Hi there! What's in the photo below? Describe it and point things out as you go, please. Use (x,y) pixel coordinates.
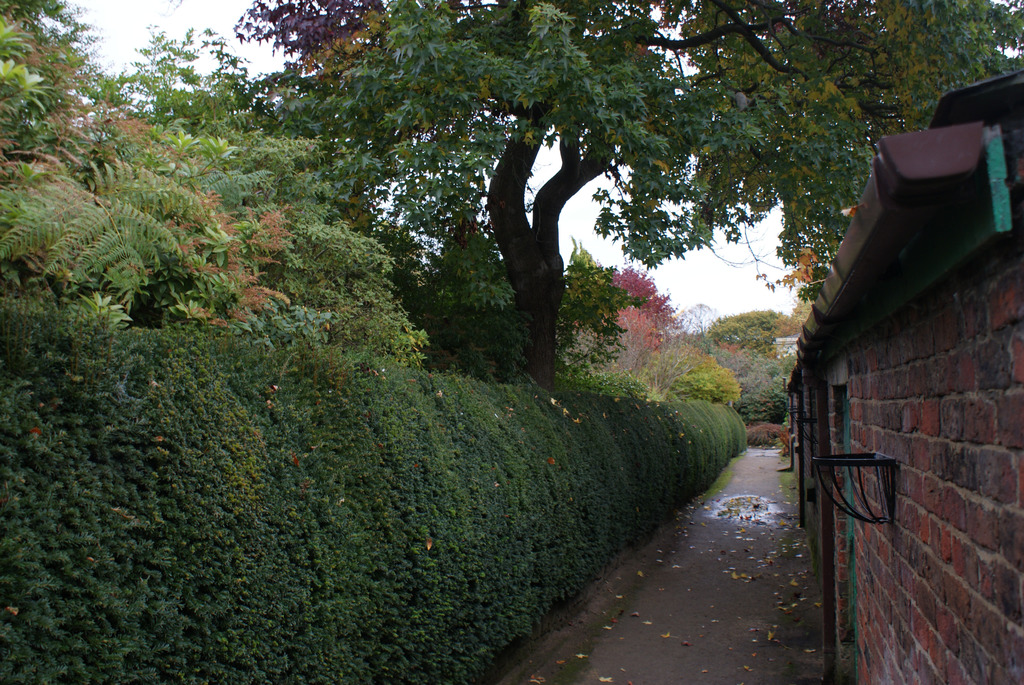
In this picture, we can see houses (1003,331) and some objects (938,202) attached to it, path (663,623), plants (416,408), trees (600,280) and the sky (660,276).
